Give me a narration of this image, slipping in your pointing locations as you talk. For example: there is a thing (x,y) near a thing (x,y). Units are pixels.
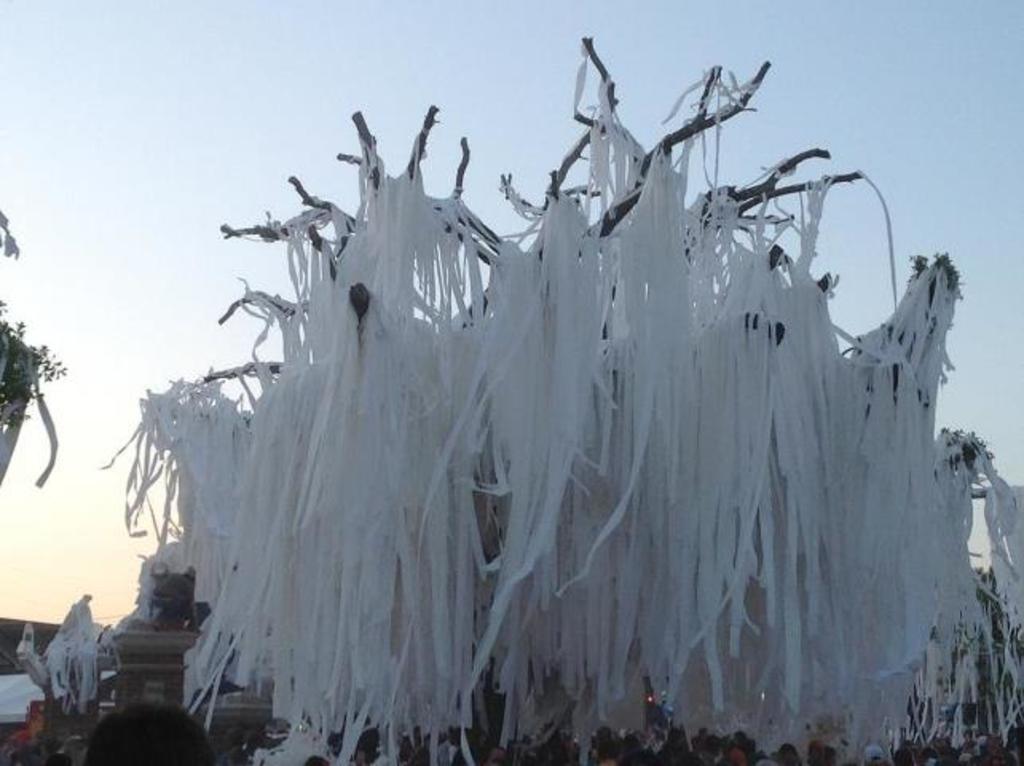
This is an outside view. Here I can see many white color ribbons (418,609) are attached to a tree (459,219). At the bottom (612,725), I can see a crowd (682,754) of people (609,762). At the top (276,111), I can see the sky (112,135).
